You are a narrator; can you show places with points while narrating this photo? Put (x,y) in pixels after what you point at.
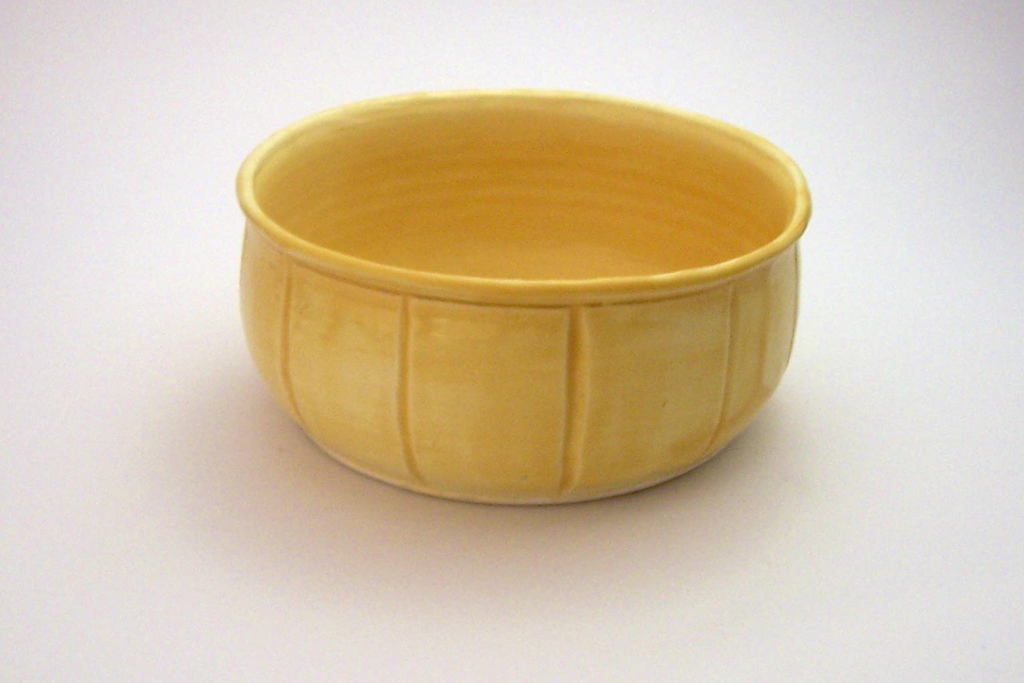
In the center of the picture (408,432) there is a bowl (316,363) on a white surface (155,259).
